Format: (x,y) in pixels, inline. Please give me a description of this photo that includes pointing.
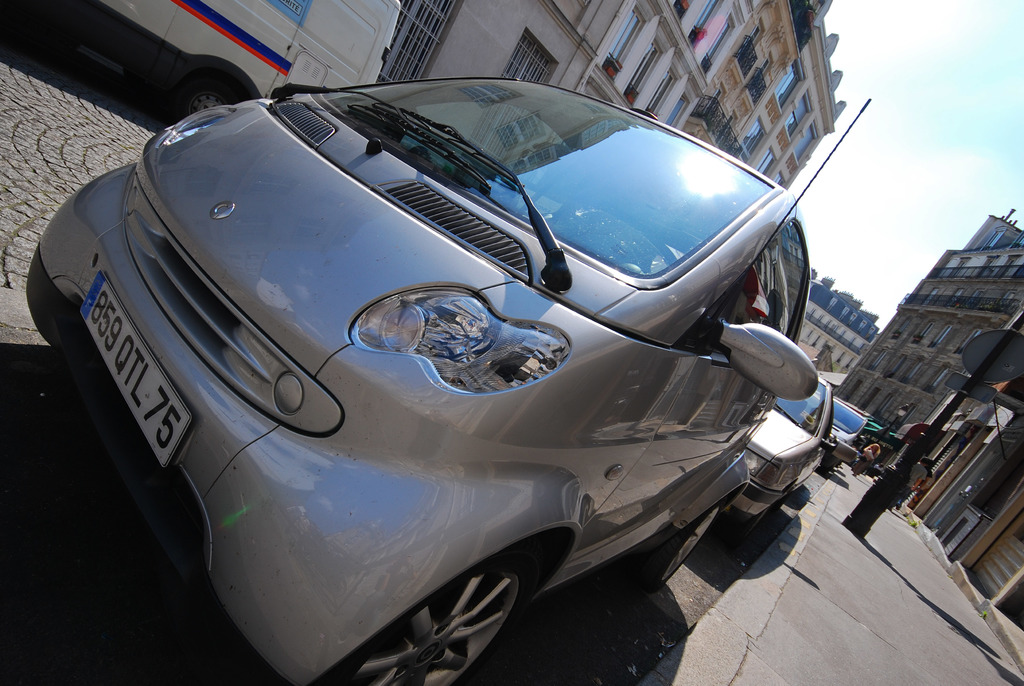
In this picture we can see vehicles (163,416) on the road (581,584), footpath (854,678), buildings (413,5) with windows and in the background (894,117) we can see the sky (980,167).
